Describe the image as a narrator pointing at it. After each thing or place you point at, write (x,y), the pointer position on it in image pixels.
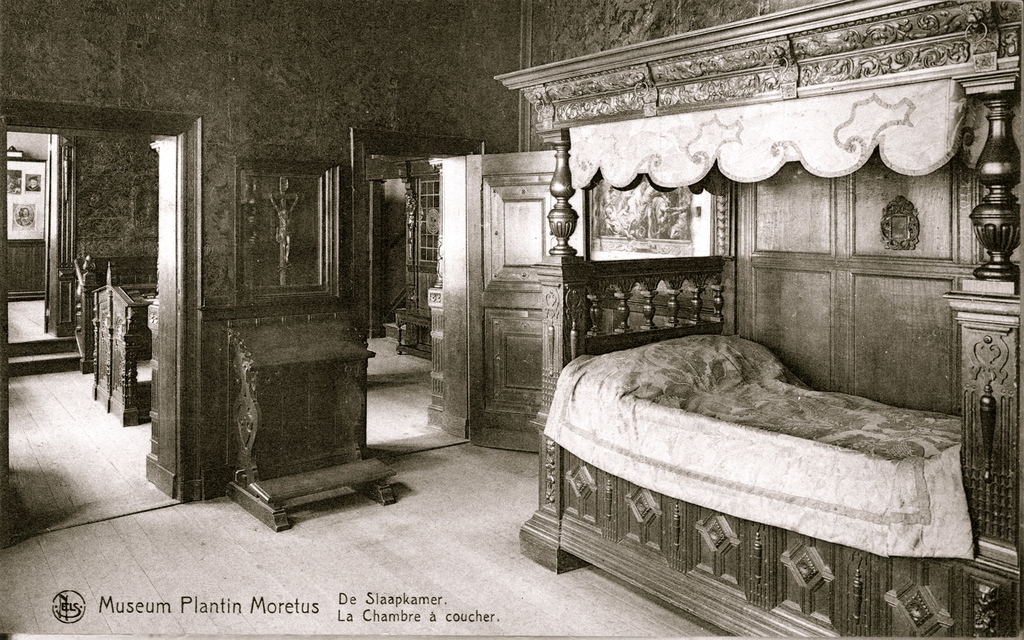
It is the black and white image in which we can see there is a bed (785,169) on the right side (857,325). Beside the bed (574,326) there is a door (482,289). In the background (13,182) there are photos (25,225) which are stick to the board (38,217). In the middle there is a cross symbol (285,237). It seems like, this image is taken inside the museum (136,357).
